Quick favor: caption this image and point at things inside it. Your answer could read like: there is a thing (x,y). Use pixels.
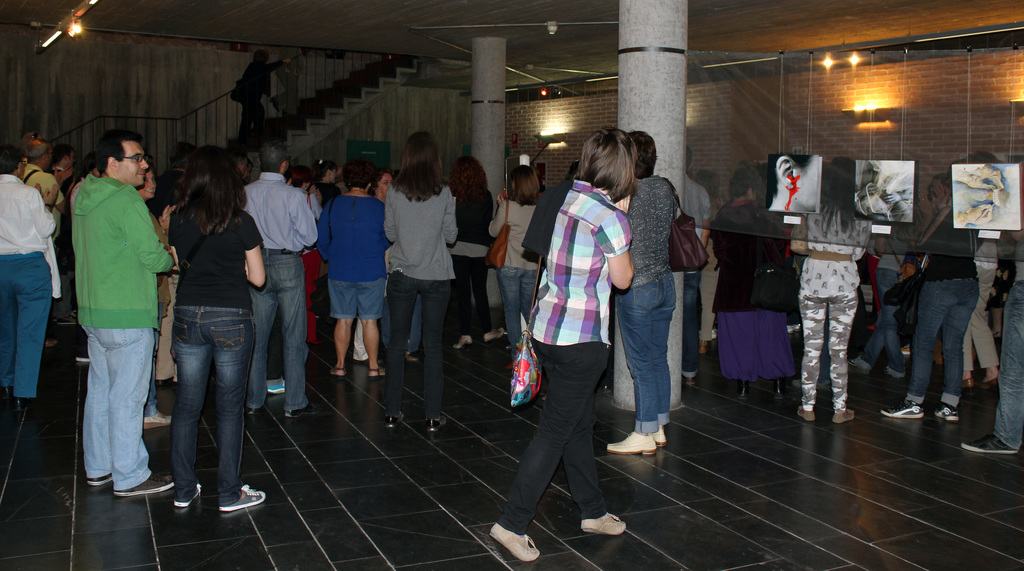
In this image we can see people (991,328) standing. On the right (973,172) we can see boards (968,185) and lights (863,108) placed on the wall (933,111). In the background (379,81) there are stairs (298,127) and we can see people (246,104) climbing stairs (367,77). At the bottom (366,481) there is a floor (617,474).
